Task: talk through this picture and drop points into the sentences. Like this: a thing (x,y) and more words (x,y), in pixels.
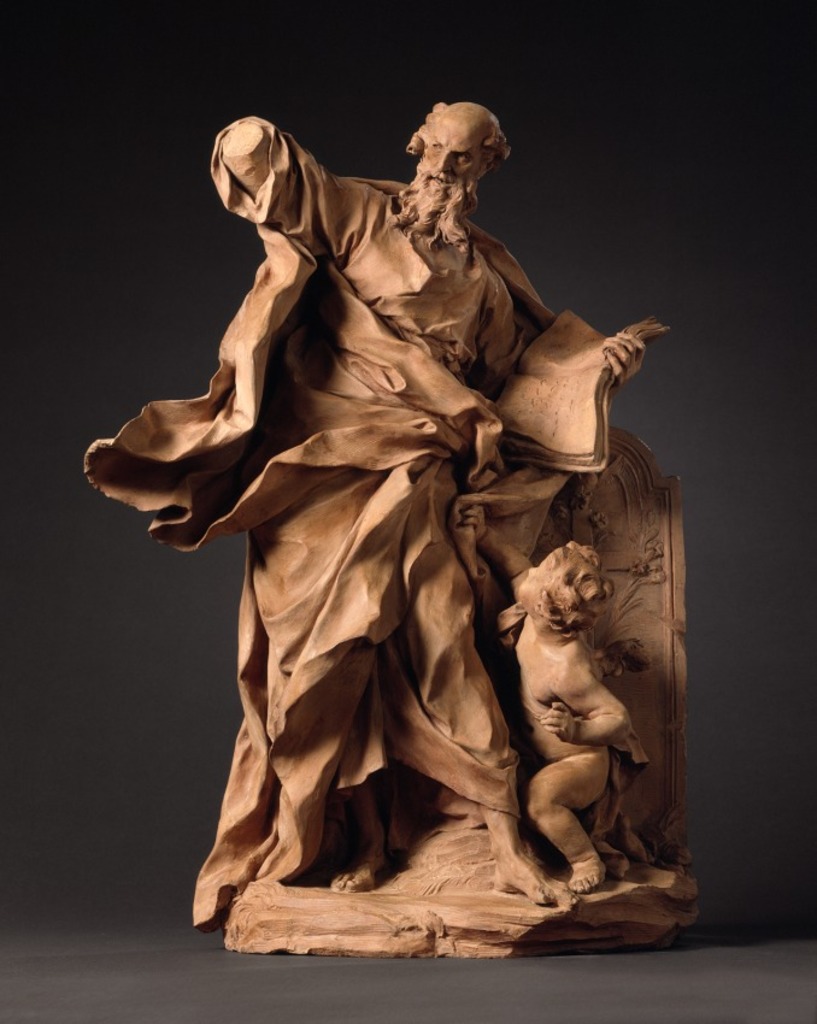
In this image there is a sculpture (388,544).
